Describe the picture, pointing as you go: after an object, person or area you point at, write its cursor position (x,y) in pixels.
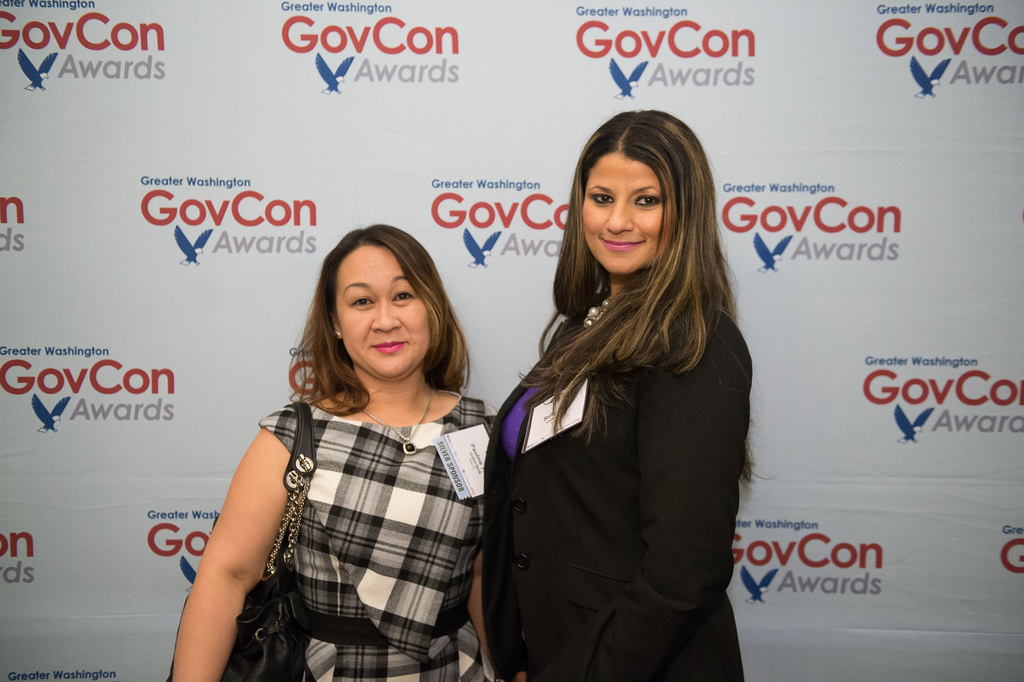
In this image there are two people (670,142) in the foreground (646,139). And There is a poster (776,32) with some text (6,542) in the background (532,251).
